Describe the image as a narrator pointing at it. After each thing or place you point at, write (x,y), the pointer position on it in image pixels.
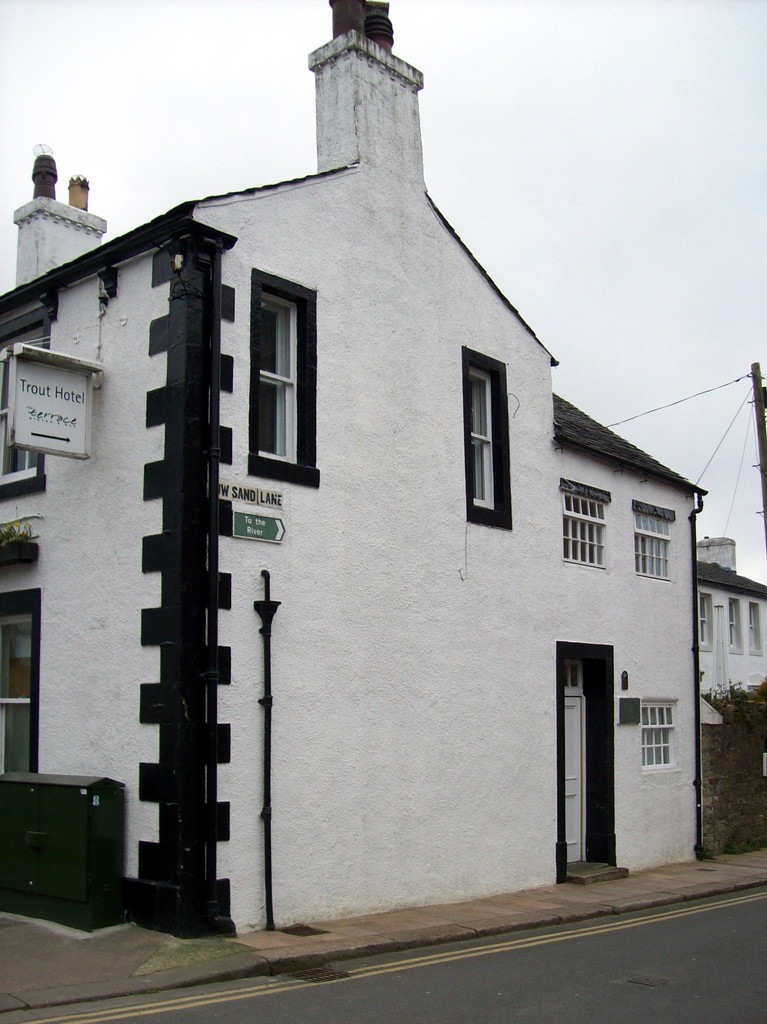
As we can see in the image there are buildings (279,673), windows (496,413), door (585,830), plant (731,851) and sky (566,174).
